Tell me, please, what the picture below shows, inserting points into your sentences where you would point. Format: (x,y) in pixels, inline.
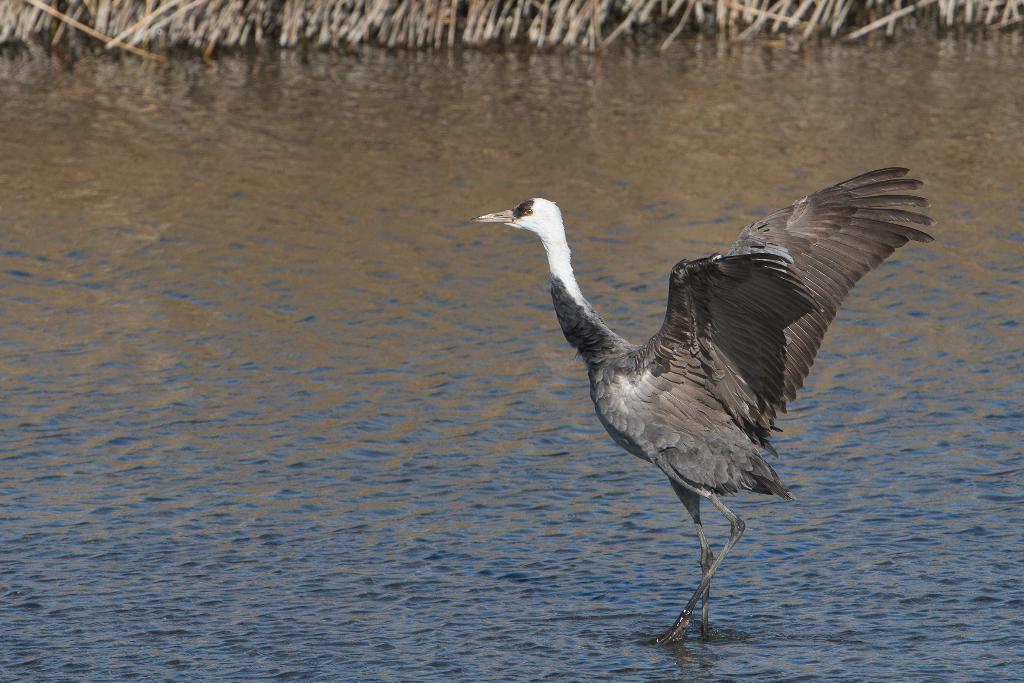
In this picture I can observe a bird (556,280) walking in the water (310,584) in the middle of the picture (594,338). In the background (699,131) I can observe water (388,126).
